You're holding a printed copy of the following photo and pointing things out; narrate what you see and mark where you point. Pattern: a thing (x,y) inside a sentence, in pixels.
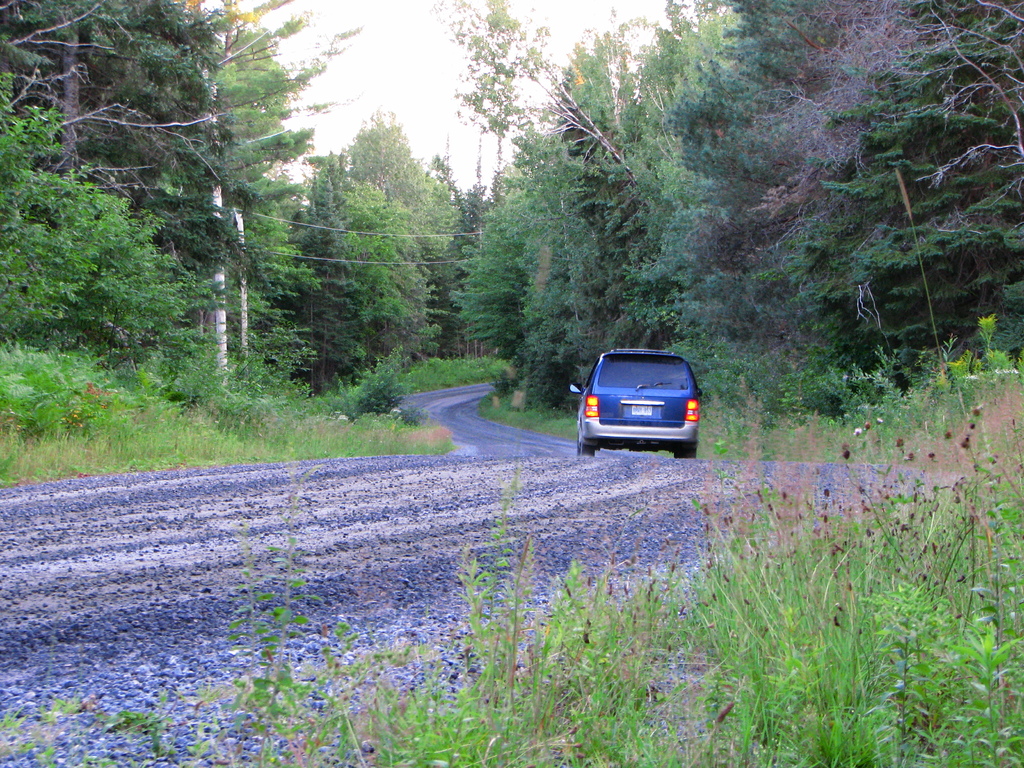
This is an outside view. In the middle of the image (635,402) there is a car (601,410) on the road (524,498). On both sides of the road (379,456), I can see the grass (821,662) and trees (651,234). On the left side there are two poles (220,339). At the top of the image (395,59) I can see the sky (384,70).
